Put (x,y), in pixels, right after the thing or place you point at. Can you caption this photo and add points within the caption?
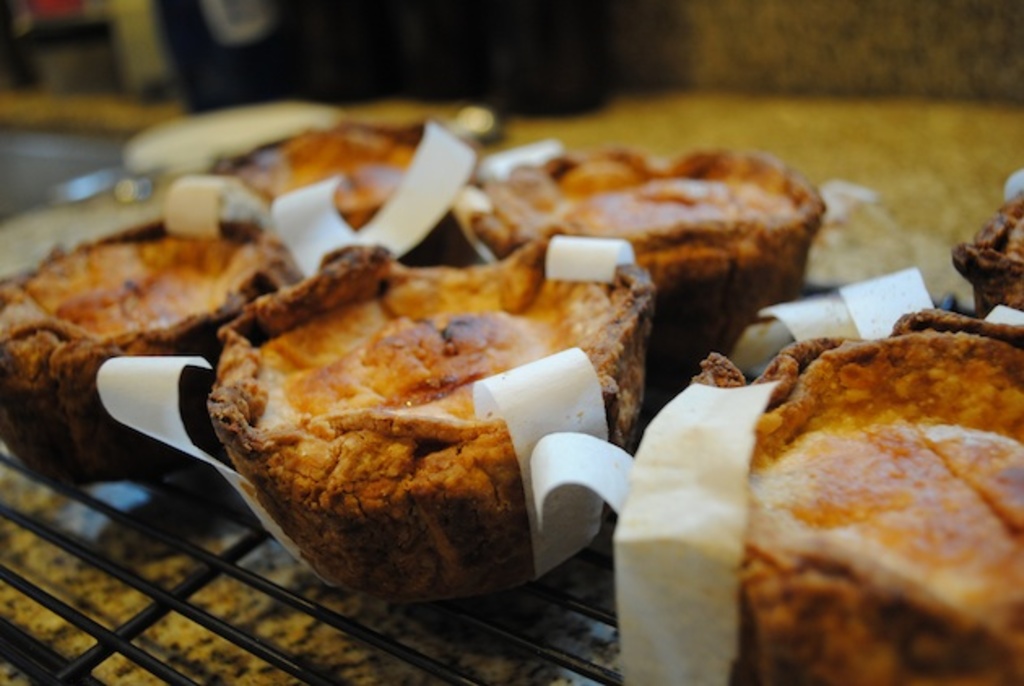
In this image I see food (358,278) which is of orange and brown in color and it is on the grill (206,581) and I see the white color things (579,452) on the food (836,387) and I see that it is blurred in the background (489,90).
